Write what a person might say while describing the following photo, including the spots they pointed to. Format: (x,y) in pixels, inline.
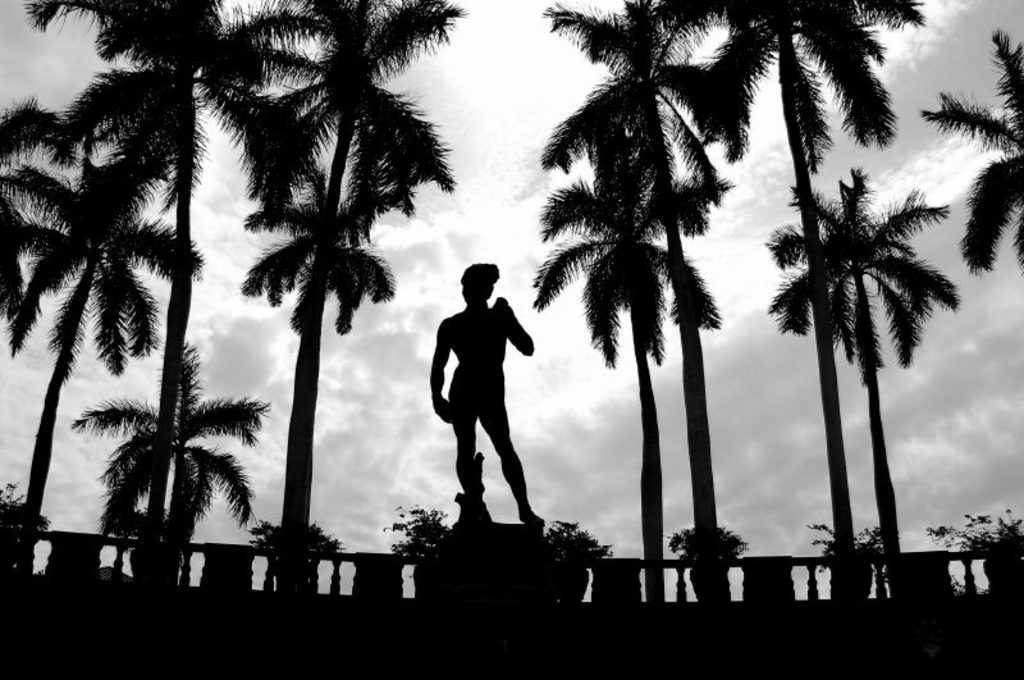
In the image we can see there is a statue (458,473) of a person (522,503) standing and behind there are lot of trees (873,341). The image is in black and white colour.
